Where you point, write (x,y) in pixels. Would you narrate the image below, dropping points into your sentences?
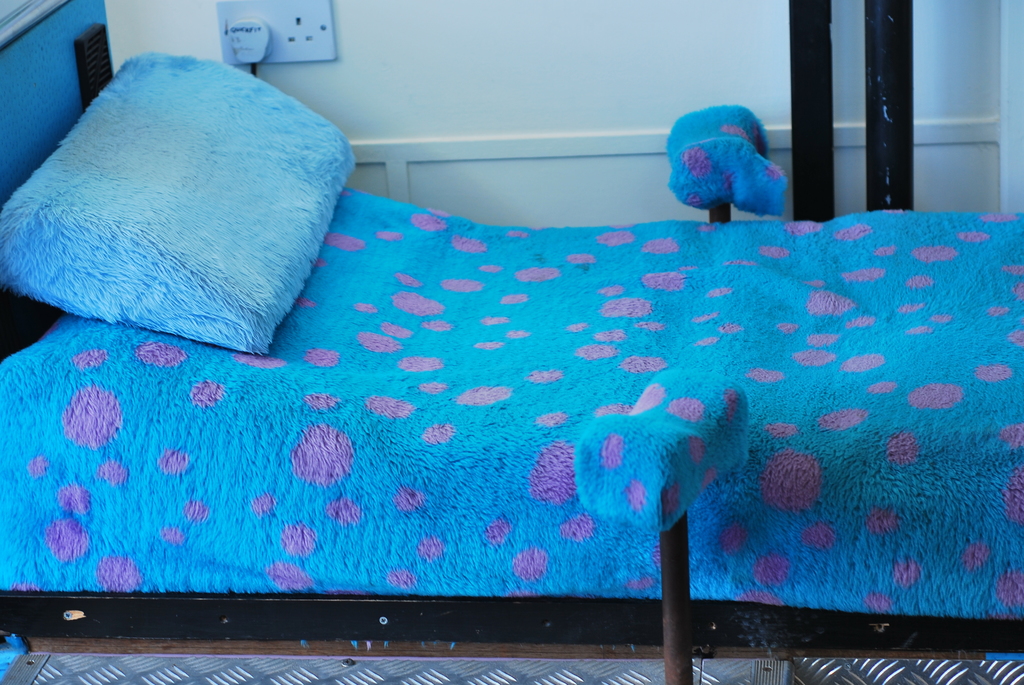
This picture shows a bed (235,590) and a pillow (337,129).
